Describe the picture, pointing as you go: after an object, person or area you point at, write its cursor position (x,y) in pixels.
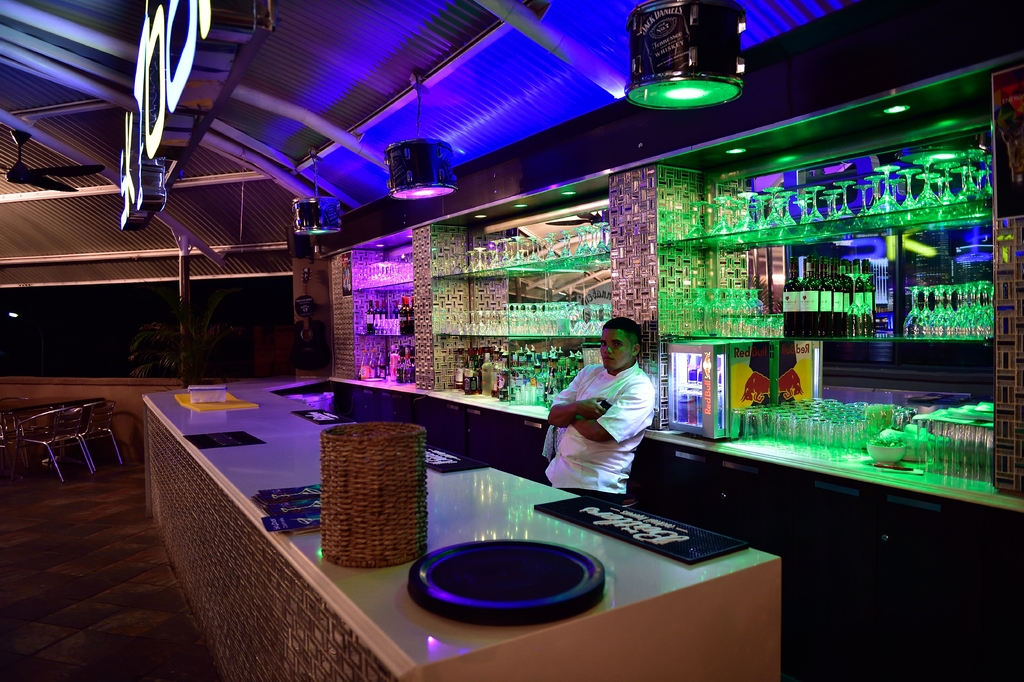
In the center of the image (587,438) we can see a man (584,451) standing. He is wearing a white shirt (610,448), before him we can see a counter table (171,416) and there are things (322,492) placed on the counter table (548,519). In the background (842,228) there is a shelf (543,336) and we can see wine bottles (789,291) and glasses (883,172) placed in the shelf (519,270). On the left (69,424) there are chairs (76,438). In the background (202,339) there is a tree (184,339).
